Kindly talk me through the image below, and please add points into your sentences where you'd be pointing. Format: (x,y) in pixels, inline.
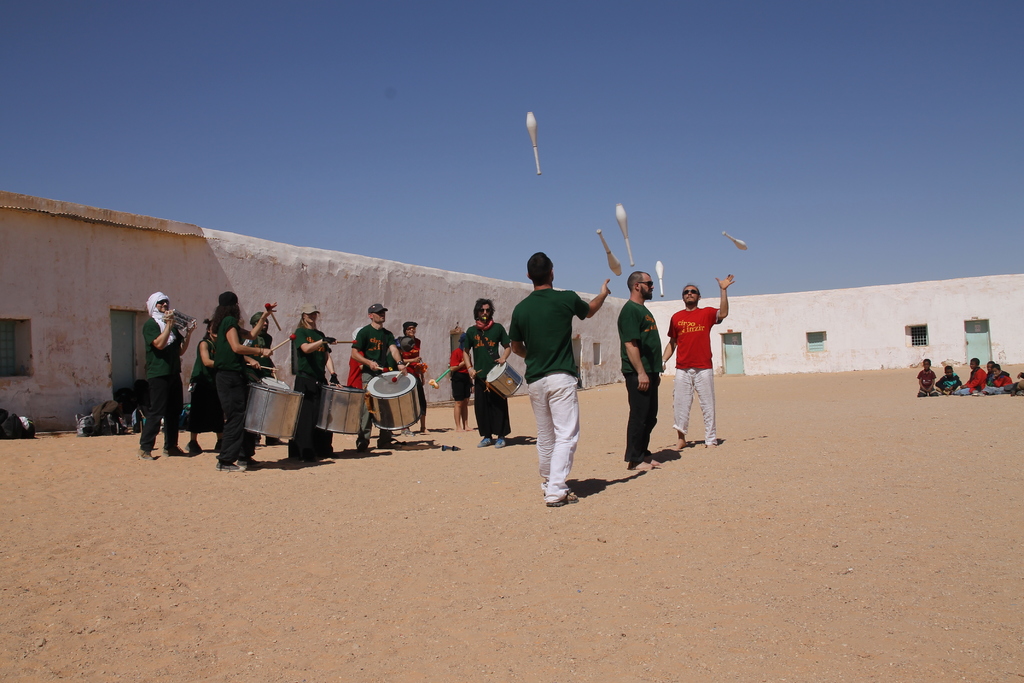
In the foreground of the image (463,554) we can see sand (381,554). In the middle of the image (485,428) we can see some people (308,382) are playing drums (293,392), some of them are playing with sticks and some of them are sitting on the sand (98,571). On the top of the image (509,218) we can see the sky (422,137).
